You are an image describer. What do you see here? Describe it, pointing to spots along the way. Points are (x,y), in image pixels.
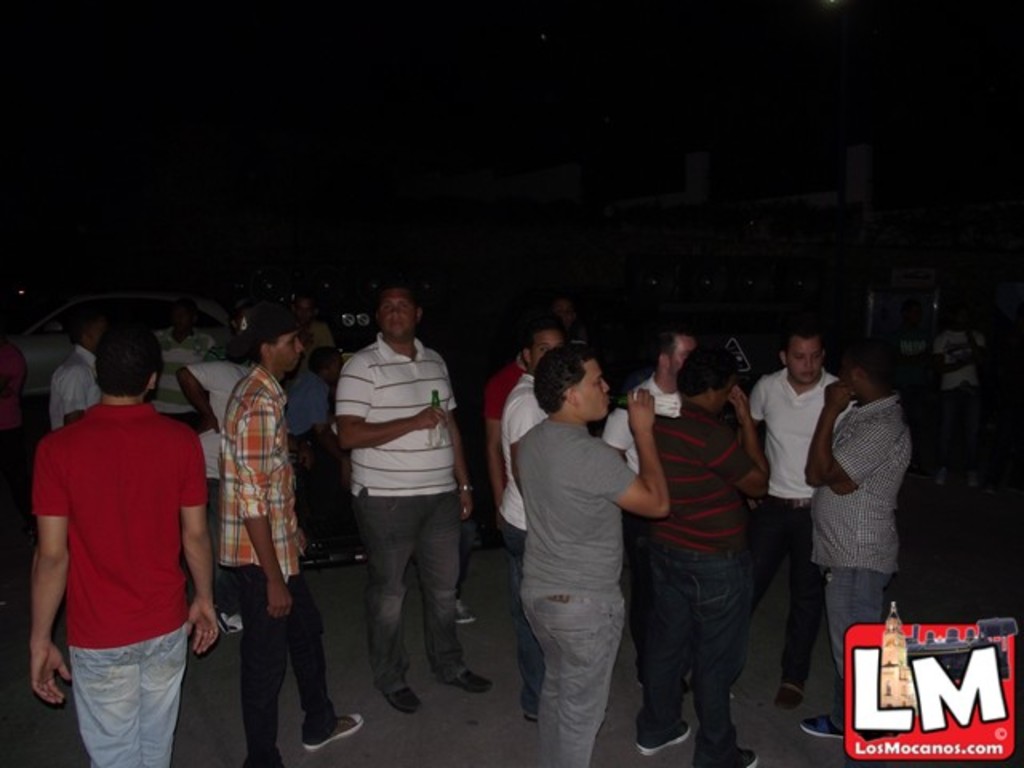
In this image I can see number of people (612,476) are standing and in the front (388,543) I can see two of them (592,452) are holding bottles (444,425). In the background (216,306) I can see a white colour car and on the bottom right corner of this image (882,632) I can see a watermark (867,640). I can also see this image is little bit in dark.
